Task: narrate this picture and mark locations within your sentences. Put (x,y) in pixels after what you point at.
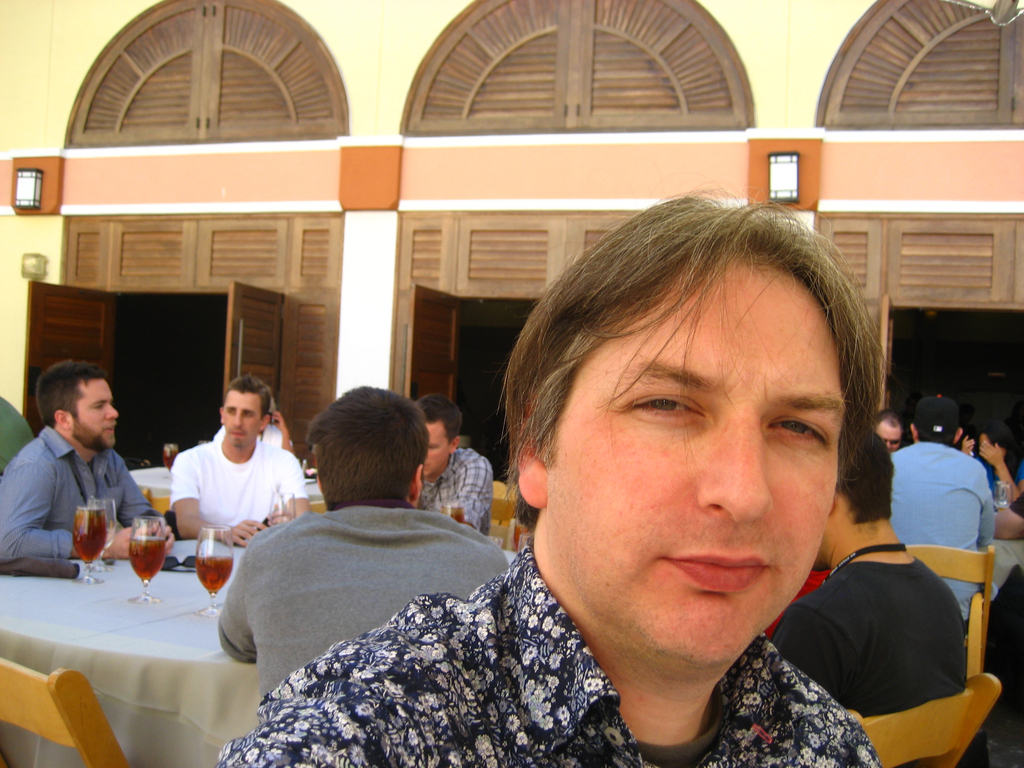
In the image we can see group of persons (292,615) were sitting on the chair (933,565) around the table (124,566). On table (129,578) we can see wine glasses (150,521). In front (588,537) we can see one person (587,551) and back we can see door (437,340), wall (592,164) and few more objects (604,119).
